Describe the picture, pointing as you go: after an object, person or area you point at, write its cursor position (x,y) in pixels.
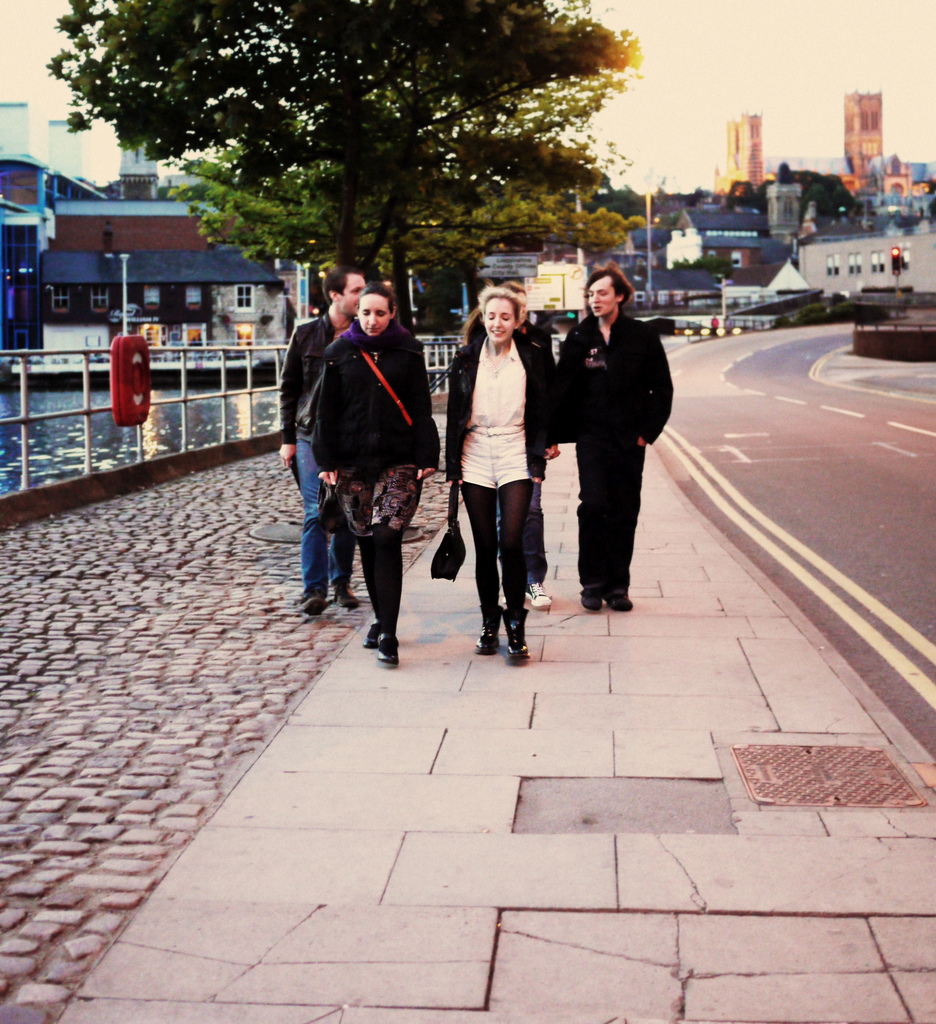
In this image there are a few people (590,435) walking on the pavement (390,829) of the road (759,504), beside them there is a railing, beside the railing (26,372) there is a river (67,398). In the background (133,223) there are buildings (871,153), trees (467,148), poles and the sky (777,94).
